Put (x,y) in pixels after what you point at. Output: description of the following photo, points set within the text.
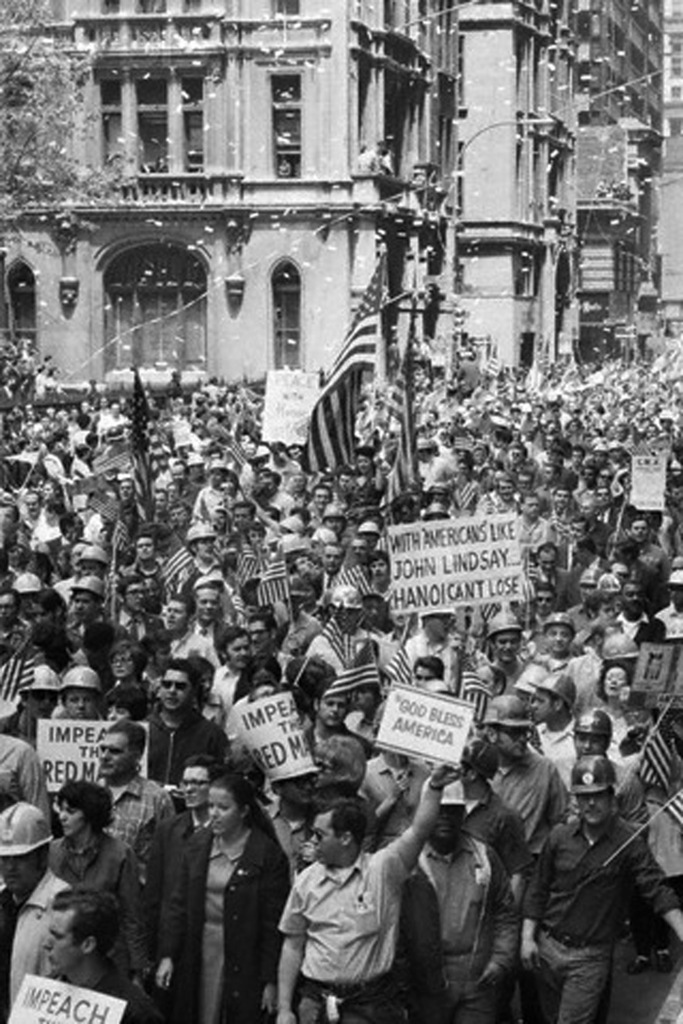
This is a black and white image, where there are group of people (136,559) standing and holding the flags (131,461) and placards (65,725), and in the background (285,256) there are buildings (223,237).
